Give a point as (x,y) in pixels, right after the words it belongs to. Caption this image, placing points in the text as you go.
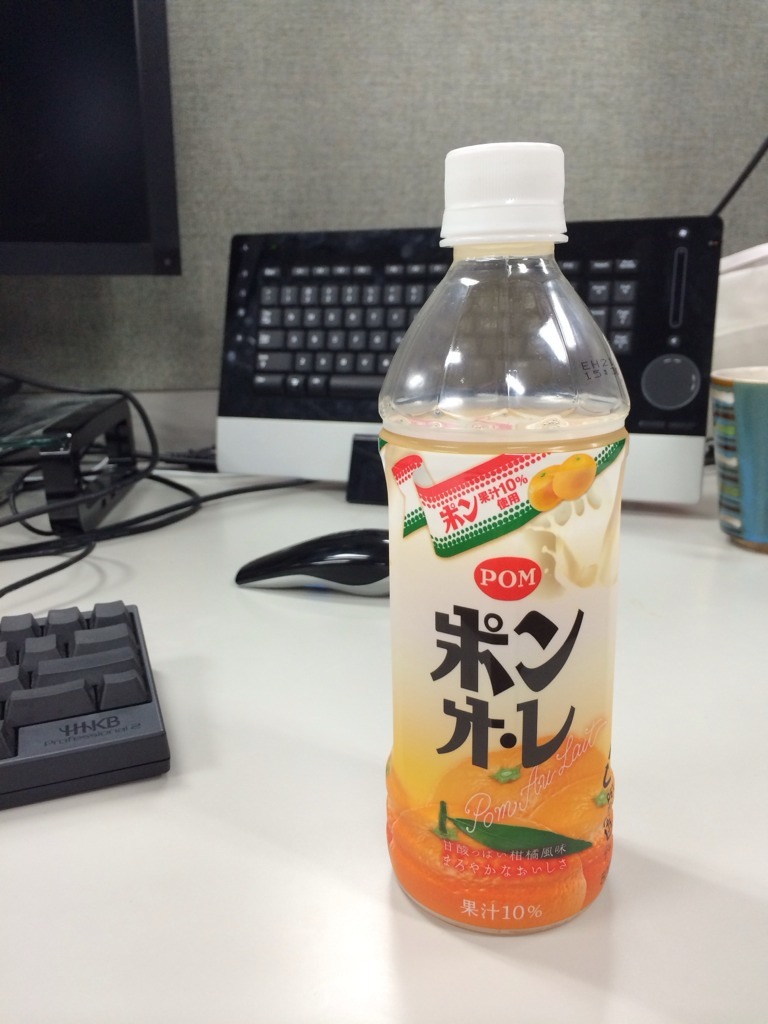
It's a juice bottle (603,803) on the table (258,785) and behind it there is a keyboard (326,351), mouse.
